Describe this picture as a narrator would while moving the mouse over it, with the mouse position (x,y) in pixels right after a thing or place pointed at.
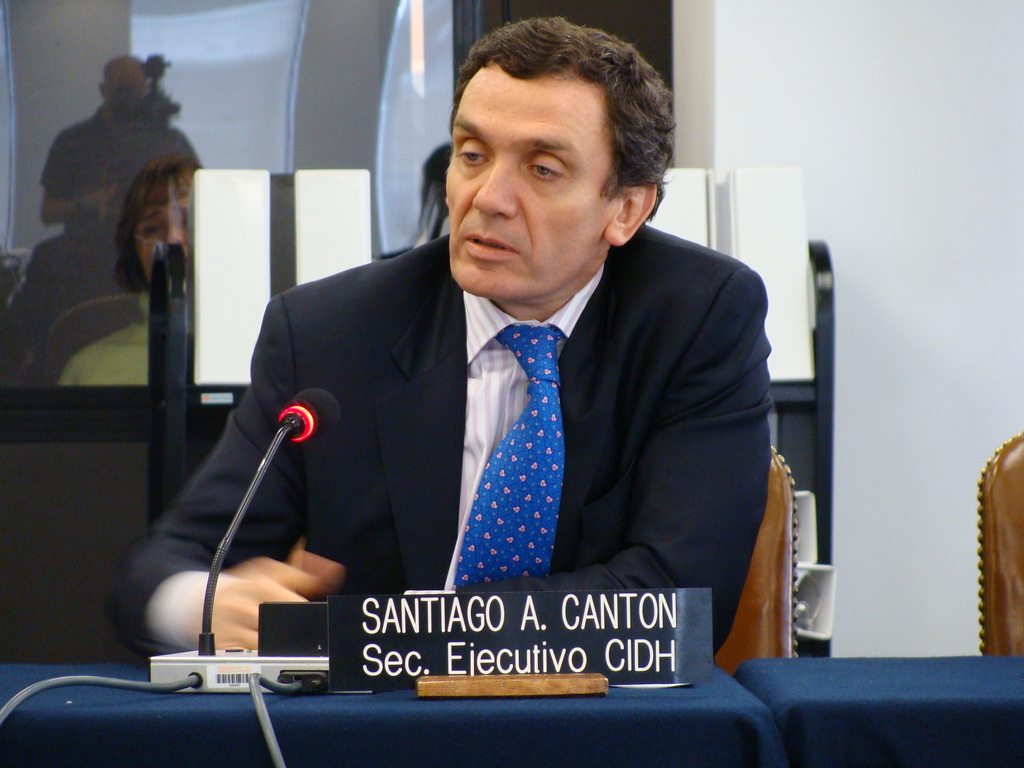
In this image there is a person (505,455) seated on the chair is speaking with a mic (297,404) in front of him, behind the person (480,442) there is a woman (176,235).
